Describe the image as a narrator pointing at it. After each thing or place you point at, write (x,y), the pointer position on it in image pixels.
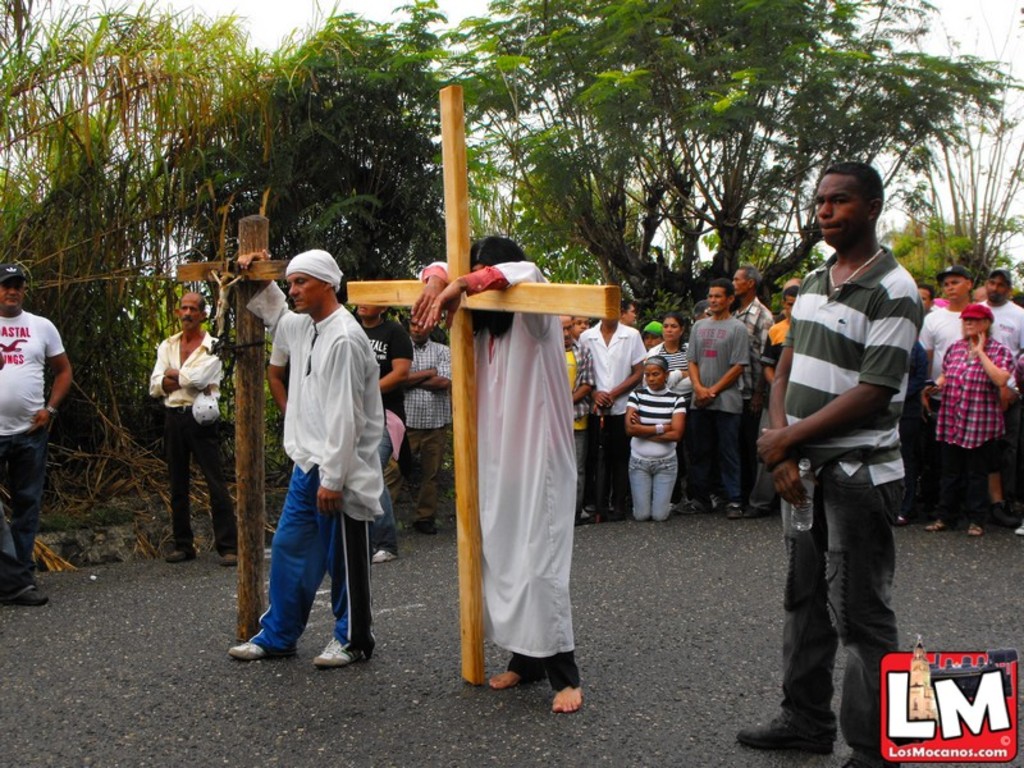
In the image in the center (537,329) we can see two persons (504,392) were standing and they were holding cross (473,411). On the right side of the image (874,645) we can see logo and one person (845,577) standing and holding water bottle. In the background (713,296) we can see sky (453,22), clouds (950,50), trees (83,244), road (629,687) and few people (669,411) were standing.
